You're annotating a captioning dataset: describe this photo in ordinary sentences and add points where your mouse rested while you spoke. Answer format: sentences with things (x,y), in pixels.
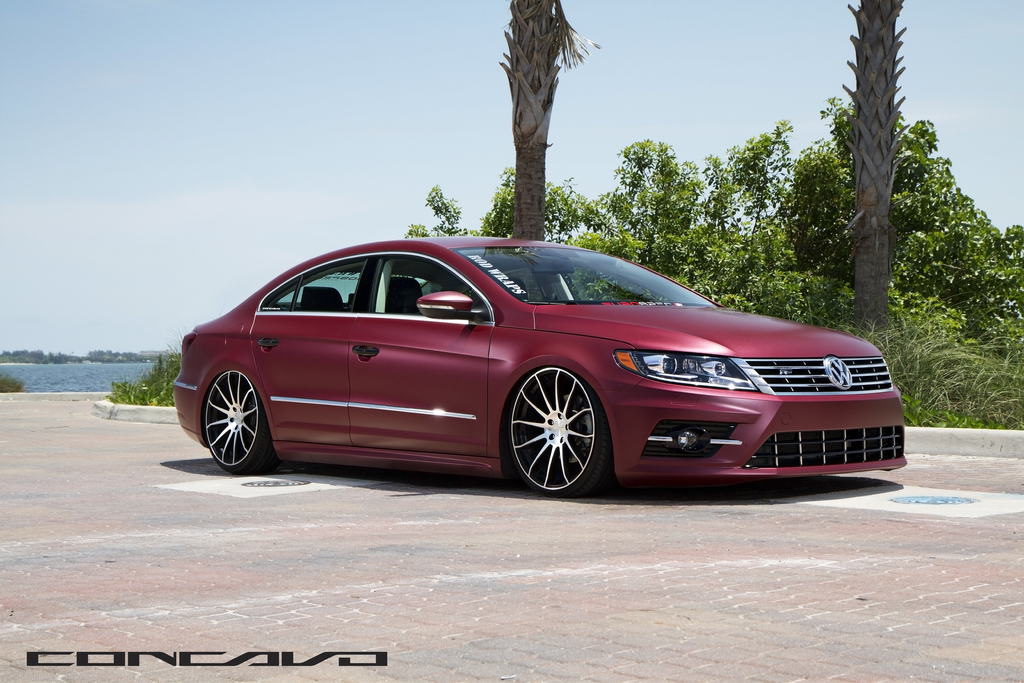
In this picture I can observe a maroon color car (398,404) on the land (120,429). There are some trees (695,248) and plants (611,236) behind the car (598,260). On the left side (56,375) I can observe a river (60,382). In the background (102,136) there is a sky (88,134). I can observe some text (96,654) on the left bottom side (157,663).
